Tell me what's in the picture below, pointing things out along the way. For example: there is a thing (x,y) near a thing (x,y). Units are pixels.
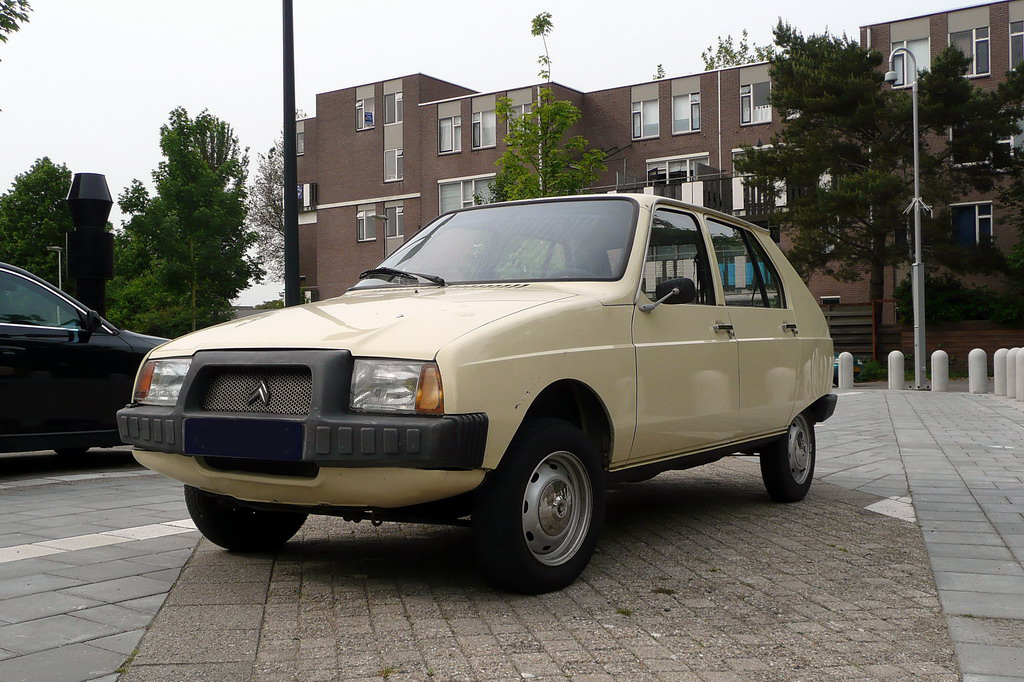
In this picture we can see cars (241,501) on tiles (991,539), poles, light (50,249), trees (891,178) and building (362,202). In the background of the image (271,3) we can see the sky (686,26).
